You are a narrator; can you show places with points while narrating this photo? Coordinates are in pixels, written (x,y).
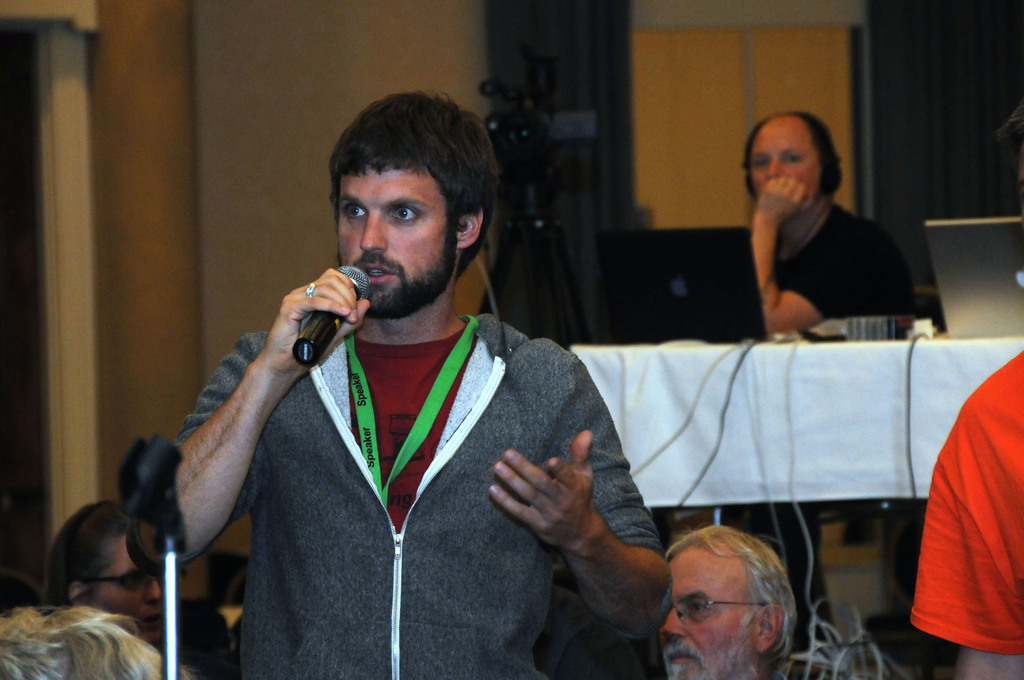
Man (402,505) holding mic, person (808,313) sitting by keeping hand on the table (763,396), person (722,621) wearing glass (696,619), in the back (551,171) there is camera (536,170) and wall (253,95).
